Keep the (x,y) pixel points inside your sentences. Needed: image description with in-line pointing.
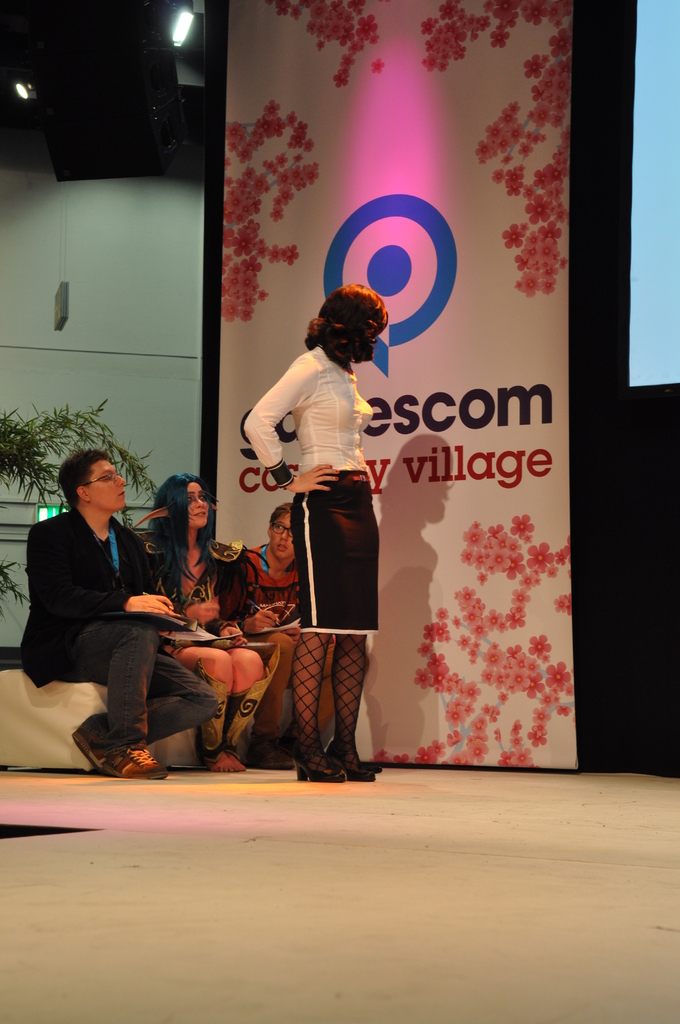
In the center of the image (319,434) there is a woman (322,614) standing on the dais (282,808). On the left side of the image (225,589) there are persons (111,638) sitting. In the background (249,223) there is a wall (603,194), poster (343,275) and screen (637,326).
